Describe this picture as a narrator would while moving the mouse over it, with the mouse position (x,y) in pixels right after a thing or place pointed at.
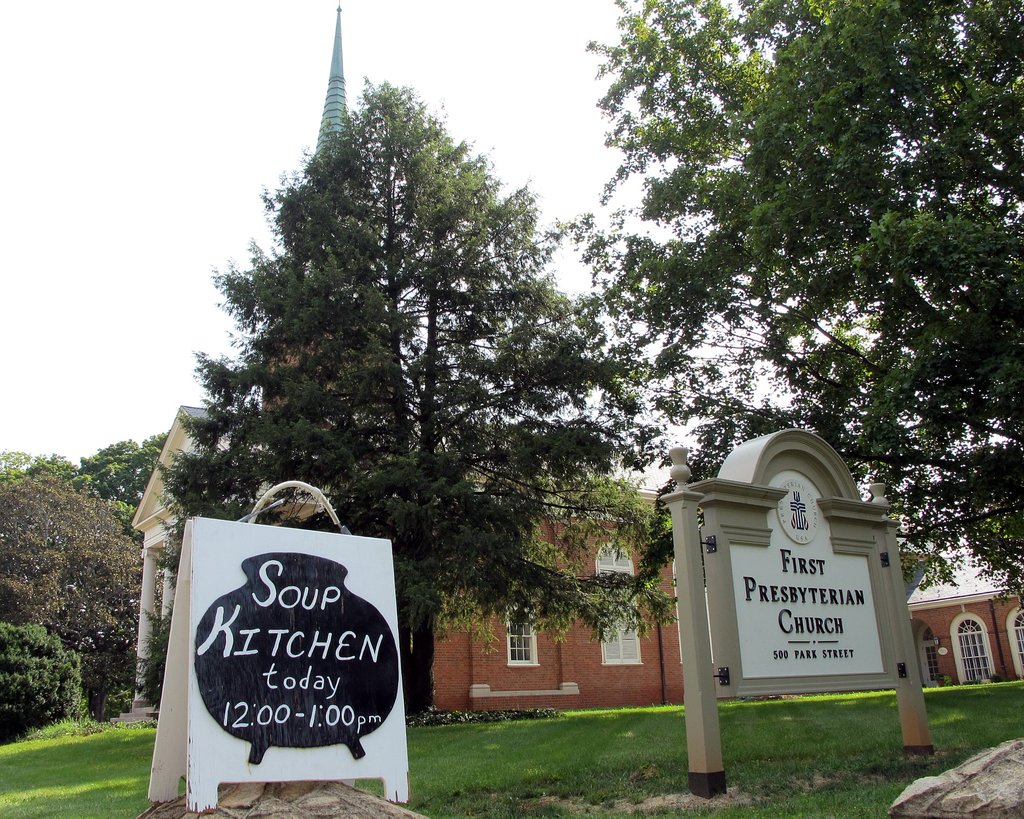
In this picture we can see the grass (488,798), rocks (411,816), name boards (181,658), trees (450,487), building (632,571) with windows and in the background (473,88) we can see the sky (194,138).
